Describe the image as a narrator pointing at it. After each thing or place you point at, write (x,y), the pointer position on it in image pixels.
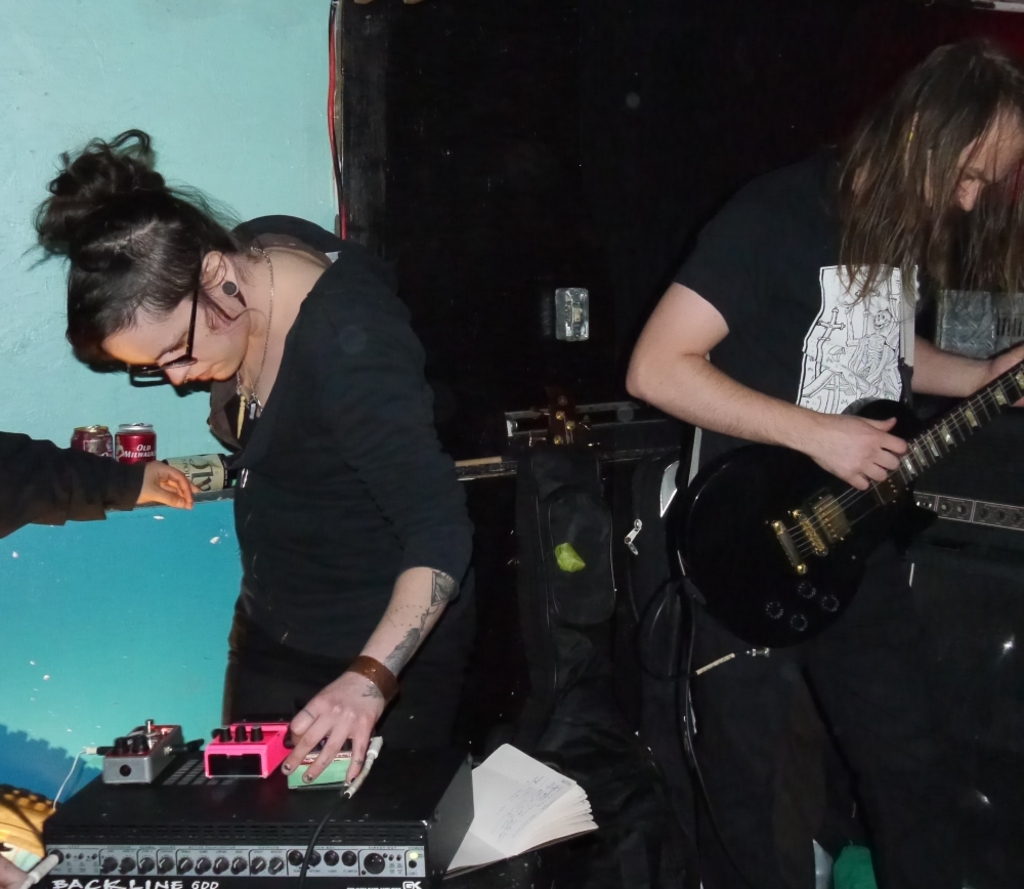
In this picture we can see man (812,314) and woman (406,606) standing where one is holding guitar (763,503) in his hand (830,438) and playing it and other is keeping her hand (347,735) on device (160,846) and in background (100,391) we can see wall (37,400), tins (145,445), cloth (510,253), bag (546,598), book (534,775).
